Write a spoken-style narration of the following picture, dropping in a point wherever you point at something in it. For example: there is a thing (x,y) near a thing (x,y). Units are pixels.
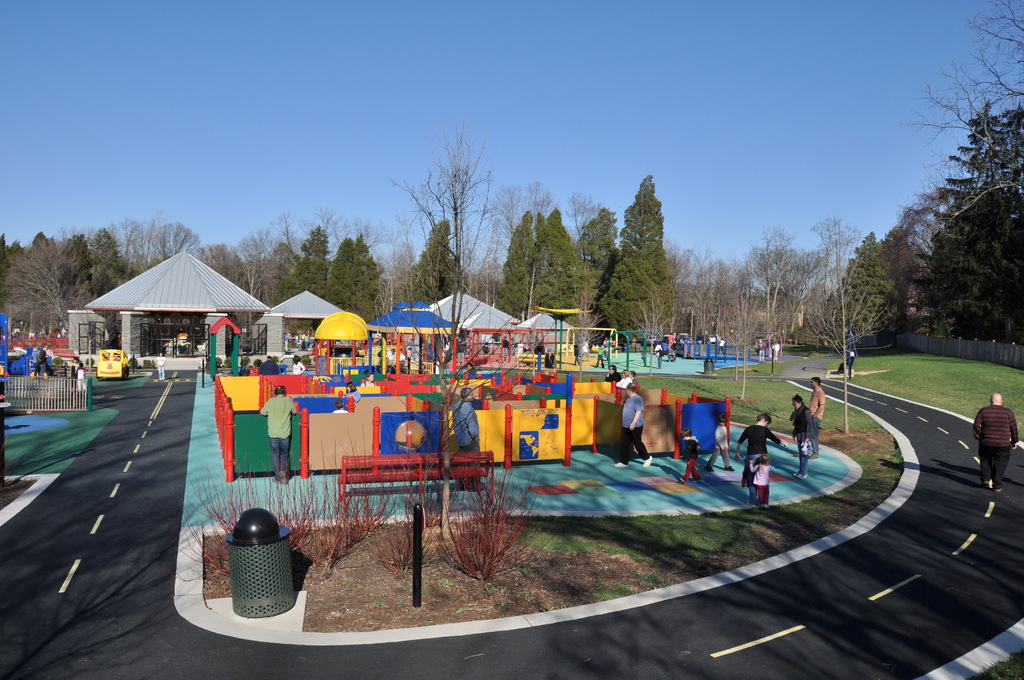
This image is taken outdoors. At the top of the image (383,114) there is the sky (807,113). In the background (881,303) there are many trees (442,288) on the ground (912,367). There is a house (168,271) and there are a few stores (449,306). Many people (504,345) are standing on the ground (720,383) and a few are walking. There is a playstation (561,387) in the middle of the image (401,440). On the left side of the image (57,400) there is a fence (16,399). There is a road (162,561). In the middle of the image (447,413) there is a tree (446,493). There is an empty bench (362,476) and there is a dustbin (240,552) on the ground (528,590). On the right side of the image (949,345) there is a wooden fence (917,347). There is a ground (949,372) with grass (949,372) on it and a man (975,431) is walking on the road (1006,506).
